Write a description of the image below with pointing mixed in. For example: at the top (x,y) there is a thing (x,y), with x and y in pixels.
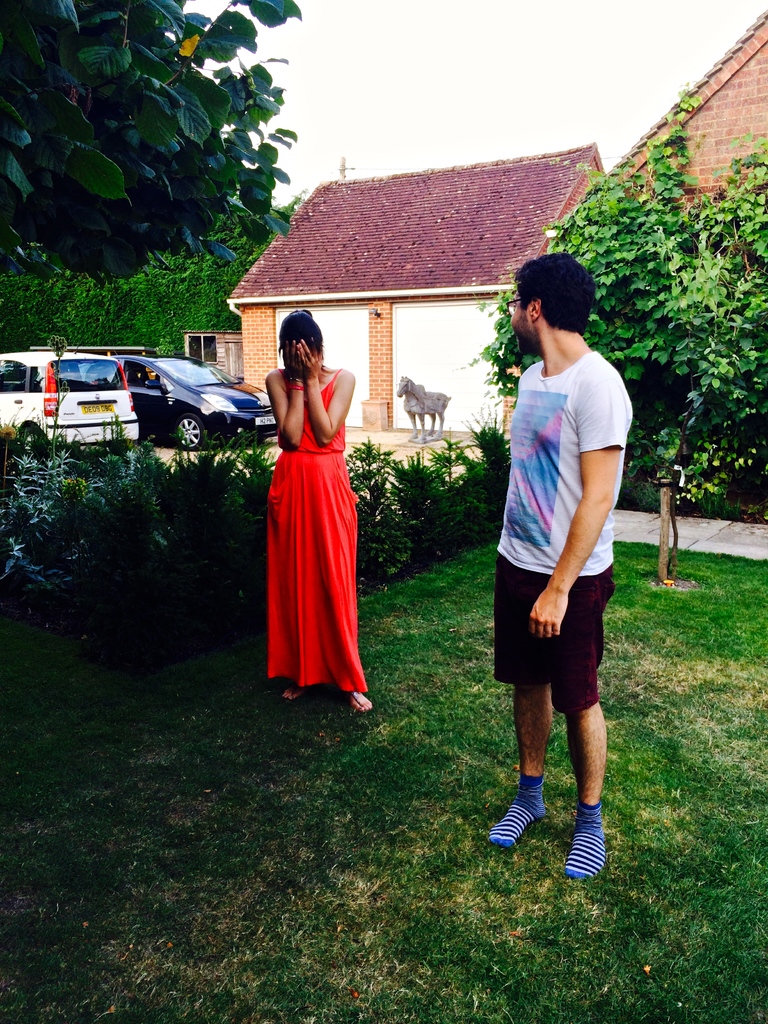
In this image I can see some grass (386,912) on the ground (402,897), two persons (556,581) standing, few trees (373,558) which are green in color, few vehicles (37,412), a statue (437,403) which is in the shape of an animal (431,395) and few buildings (463,289). In the background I can see the sky (460,129).
